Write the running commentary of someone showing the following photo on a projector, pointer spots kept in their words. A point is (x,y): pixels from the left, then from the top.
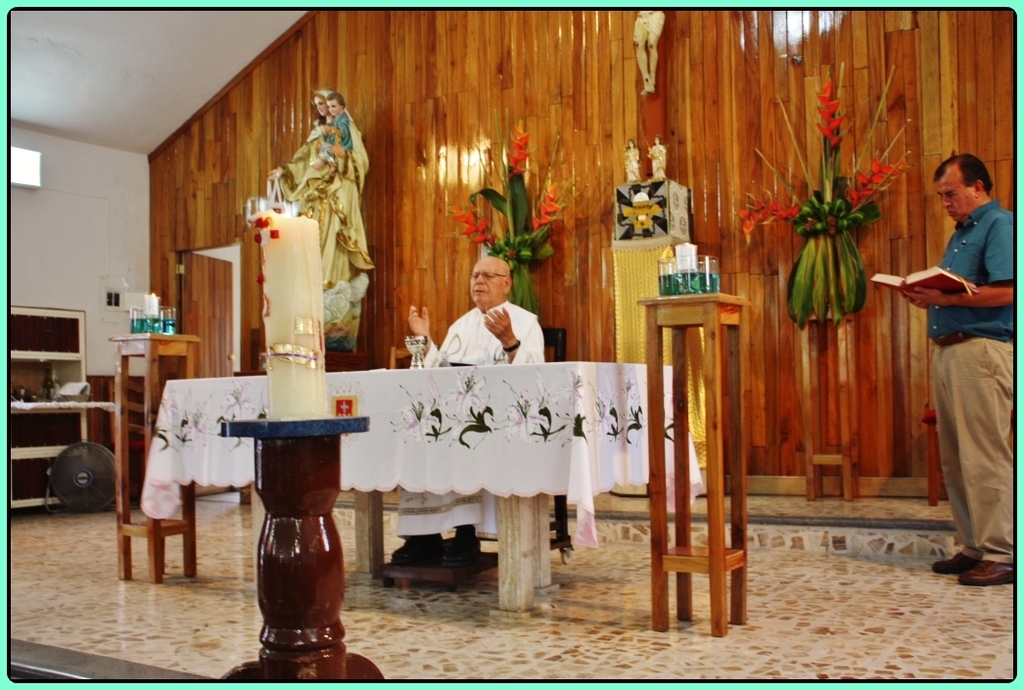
A picture of a room (857,129). This man (453,326) is sitting on chair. In-front of this man (523,343) there is a table (264,409) with cloth (261,386). This is candle (299,279) with fire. These are statues (628,168). On this table (714,386) there are glasses (670,288). Flowers (836,271) are attached to the wall (251,298). This is door (213,326). This man (965,383) is standing and holds a book (905,284).
